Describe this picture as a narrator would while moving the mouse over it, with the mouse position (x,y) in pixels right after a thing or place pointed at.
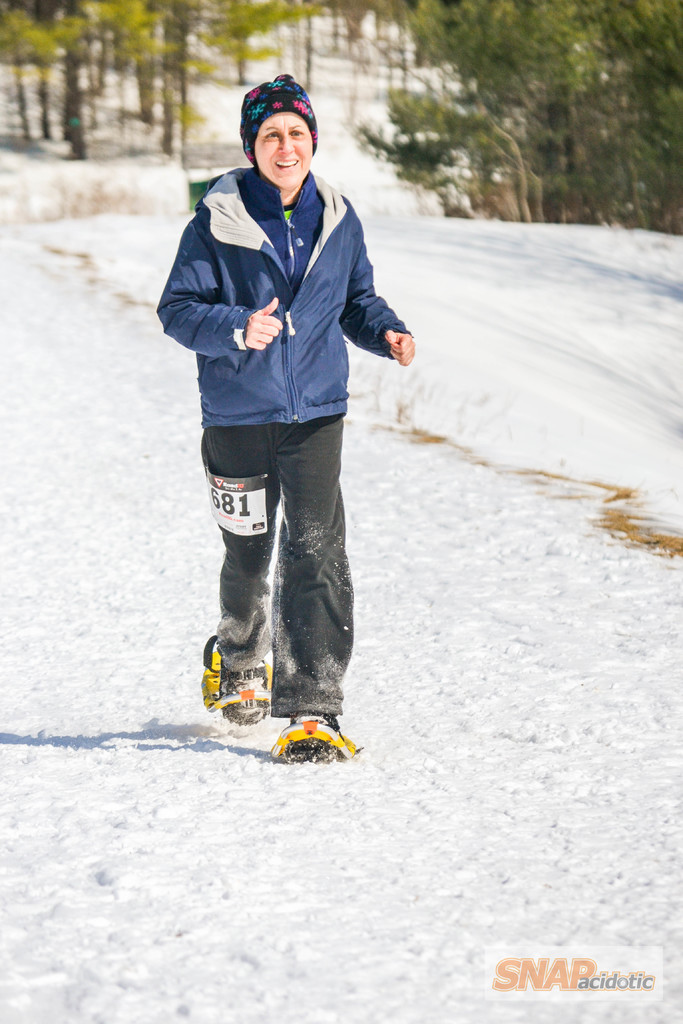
In this picture we can see a person (287,340) in the blue jacket (257,374) is running on the snow (239,726) with the snowshoes (261,699). Behind the person (284,291) there are trees (454,70) and on the image there is a watermark (590,962).
